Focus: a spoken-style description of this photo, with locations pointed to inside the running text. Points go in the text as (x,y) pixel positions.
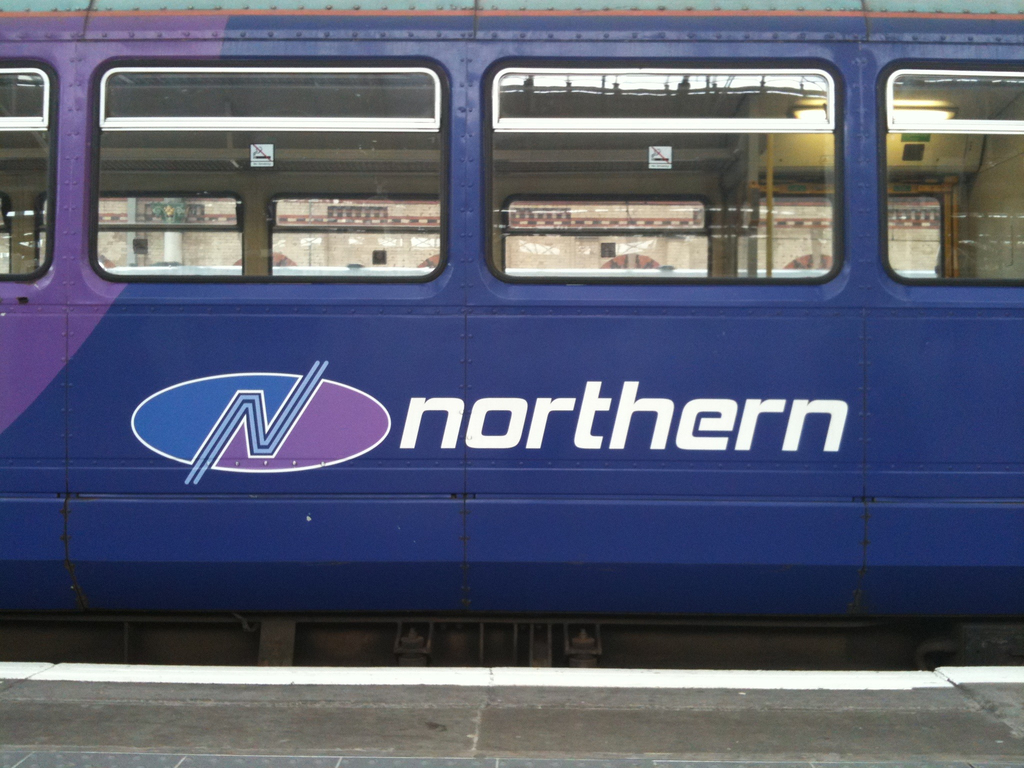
In this image I can see a train (275,297). At the top (543,193) there are few windows (319,235). Here I can see some text (581,436) on the train (543,422). At the bottom (281,711), I can see the platform (399,718).
